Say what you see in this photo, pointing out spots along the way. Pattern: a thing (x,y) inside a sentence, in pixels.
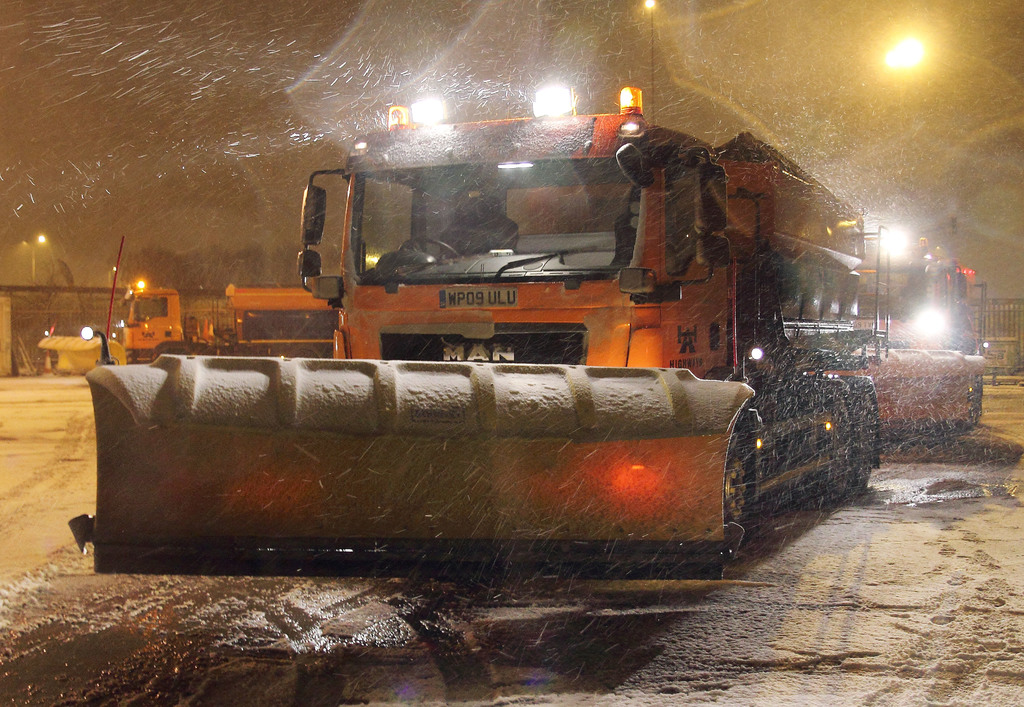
This image is taken during the night time. In this image we can see the vehicles (408,291). We can also see the water (401,648), snow (966,466), light poles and also the trees (176,259). Sky (14,89) is also visible in this image.
